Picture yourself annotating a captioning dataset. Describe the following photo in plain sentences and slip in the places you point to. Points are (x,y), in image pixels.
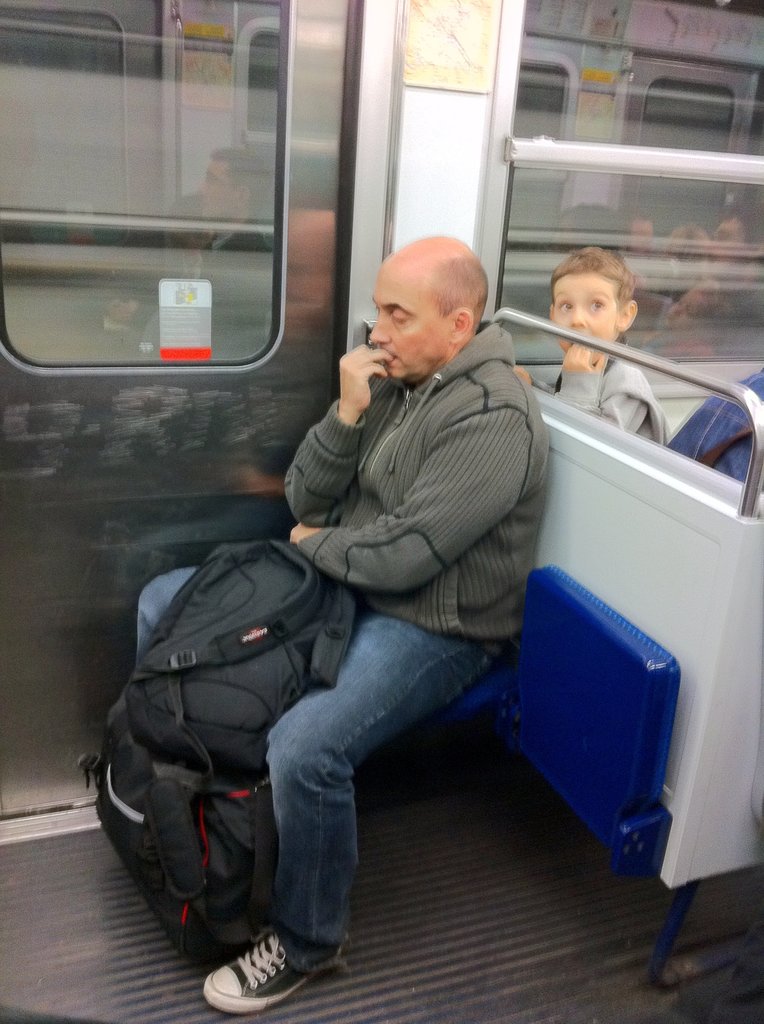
In this image I can see a person (474,666) sitting on the blue color seat (463,700). He is wearing ash jacket (442,552) and jeans (400,690) and holding black color bags (240,709). Back Side I can see a glass door (156,240).
